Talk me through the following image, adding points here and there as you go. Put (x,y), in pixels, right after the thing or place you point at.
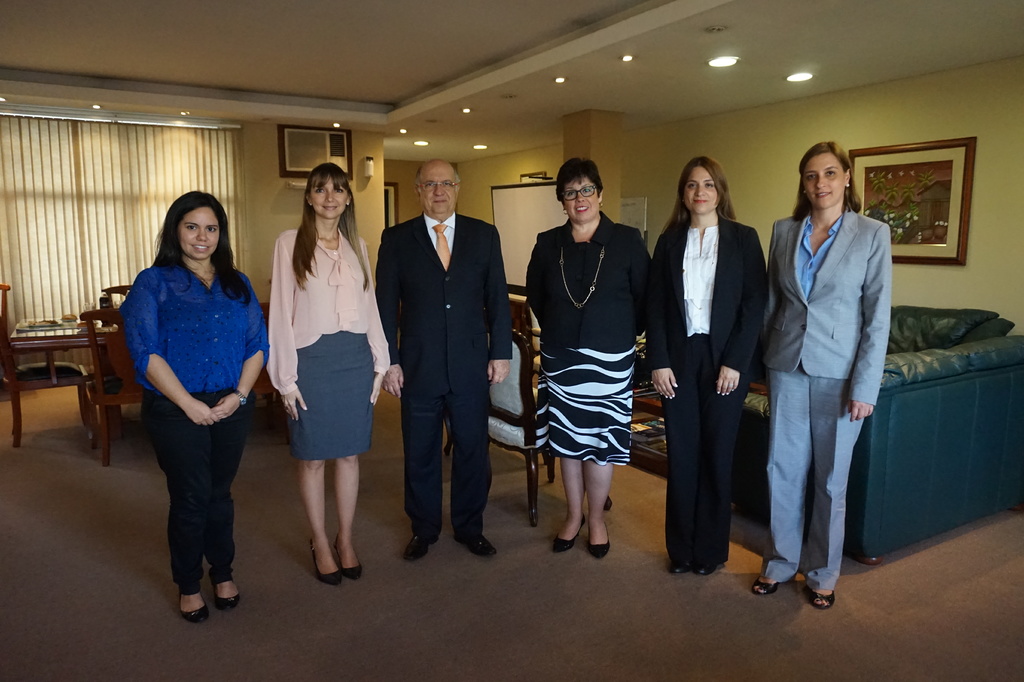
In this image I can see six persons (229,441) are standing on the floor (519,603). In the background (919,479) I can see sofas (907,482), tables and chairs (523,344). On the top (140,162) I can see a curtain blind (162,159), wall (265,182), wall painting (940,182) and a rooftop (453,106). This image is taken in a hall (773,134).
